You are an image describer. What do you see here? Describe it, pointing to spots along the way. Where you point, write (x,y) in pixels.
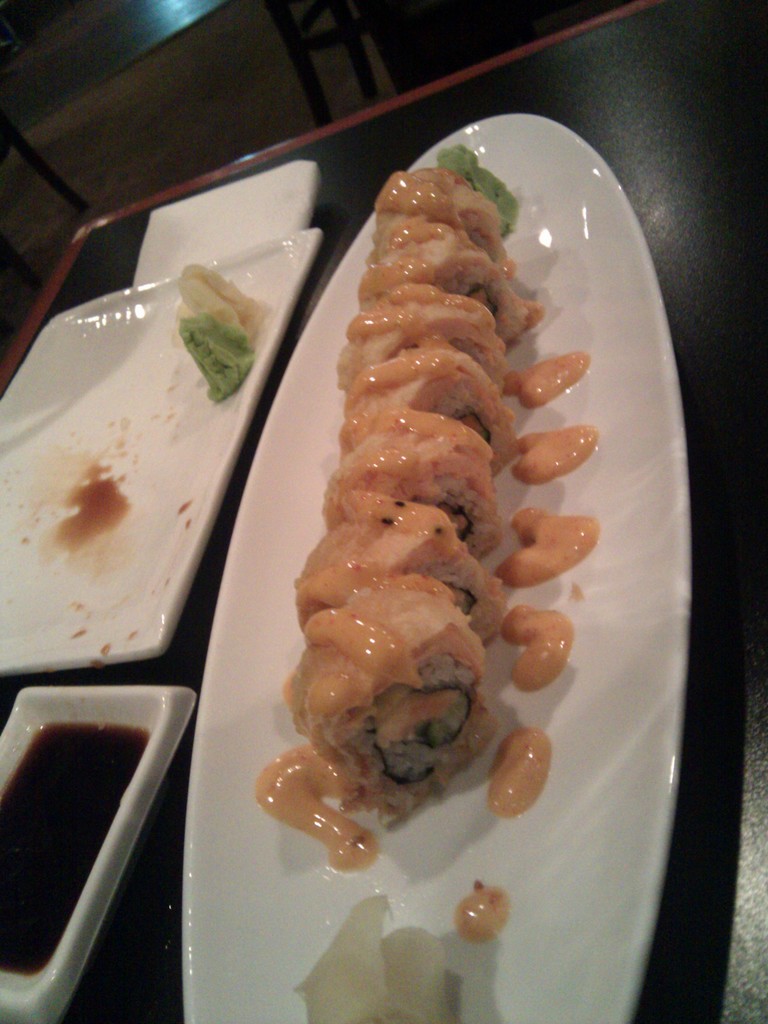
In the center of the image (376,451) there are food items (349,514) in the plate (606,315) on the table (117,237).
